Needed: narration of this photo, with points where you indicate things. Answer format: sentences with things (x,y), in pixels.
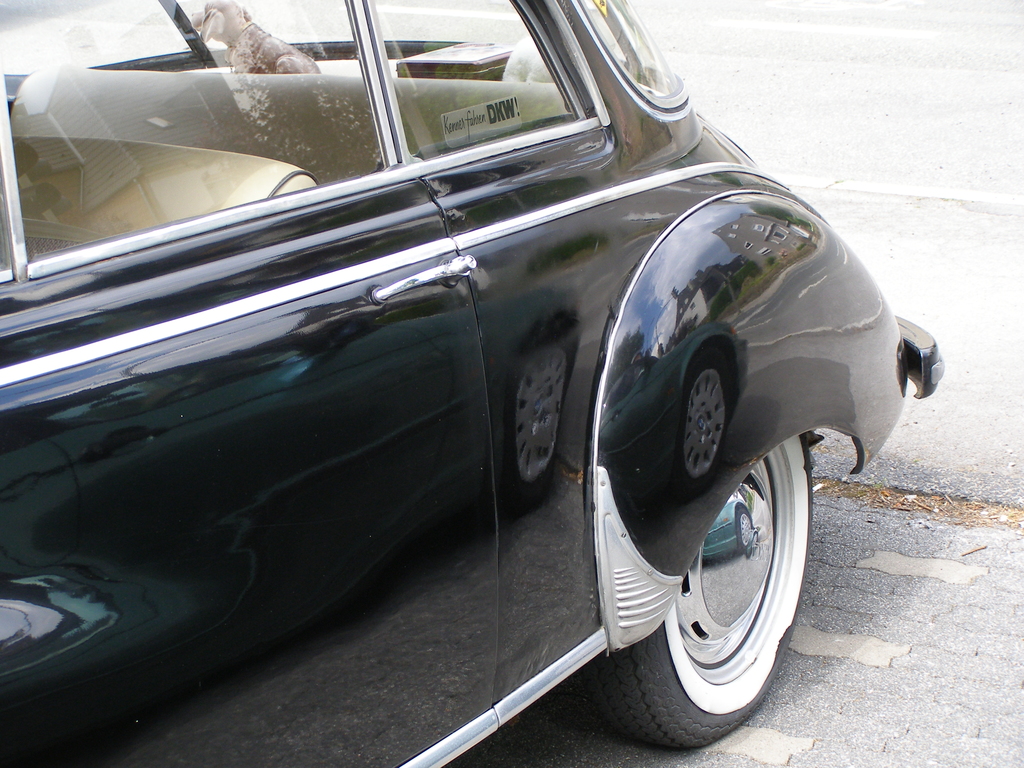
In this picture we can see a black car (671,269). Through glass (335,107) we can see a dog (287,59). At the bottom portion of the picture (883,602) we can see the road (913,546).
